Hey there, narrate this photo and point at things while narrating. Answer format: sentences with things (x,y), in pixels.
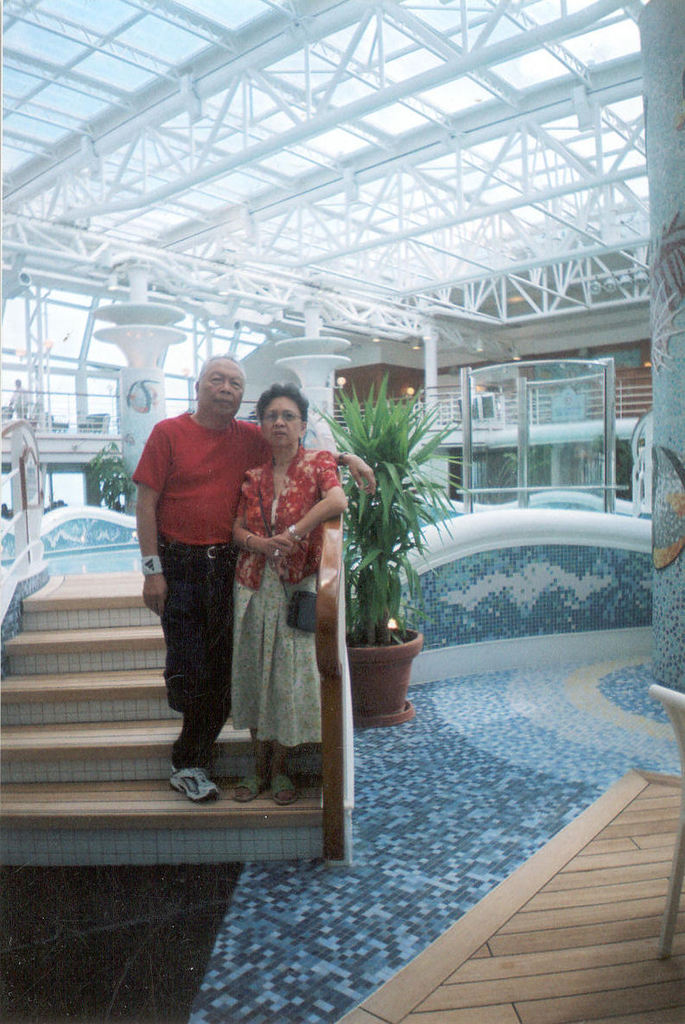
In this picture there is a man (233,392) and woman (251,607) in the center of the image (251,455) on the stairs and there is a plant pot (385,611) in the image and there is a roof (79,292) at the top side of the image (268,294).
